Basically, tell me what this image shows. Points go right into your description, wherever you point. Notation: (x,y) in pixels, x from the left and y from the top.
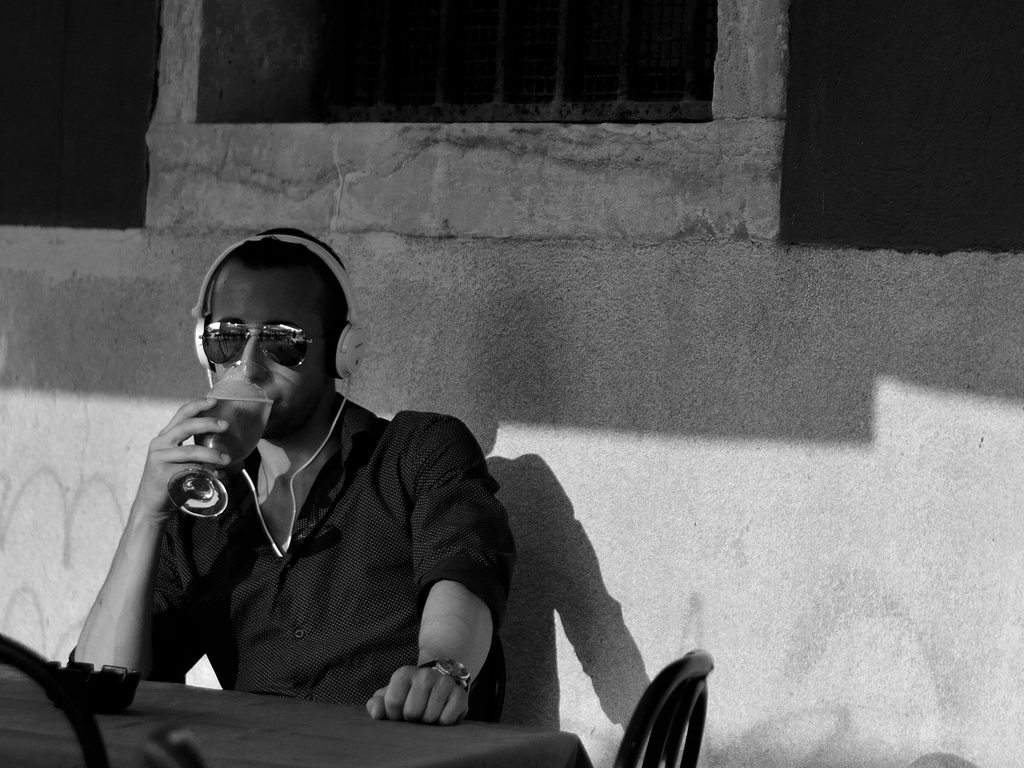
In this image I see a man (444,637) who is wearing a shirt (364,418) and sitting on a chair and is holding a glass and wearing shades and headphones (204,357) on his ears (201,358) and I see a table (567,749) in front of him and I see another chair (695,699) over here. In the background (643,653) I see the wall (990,537).
